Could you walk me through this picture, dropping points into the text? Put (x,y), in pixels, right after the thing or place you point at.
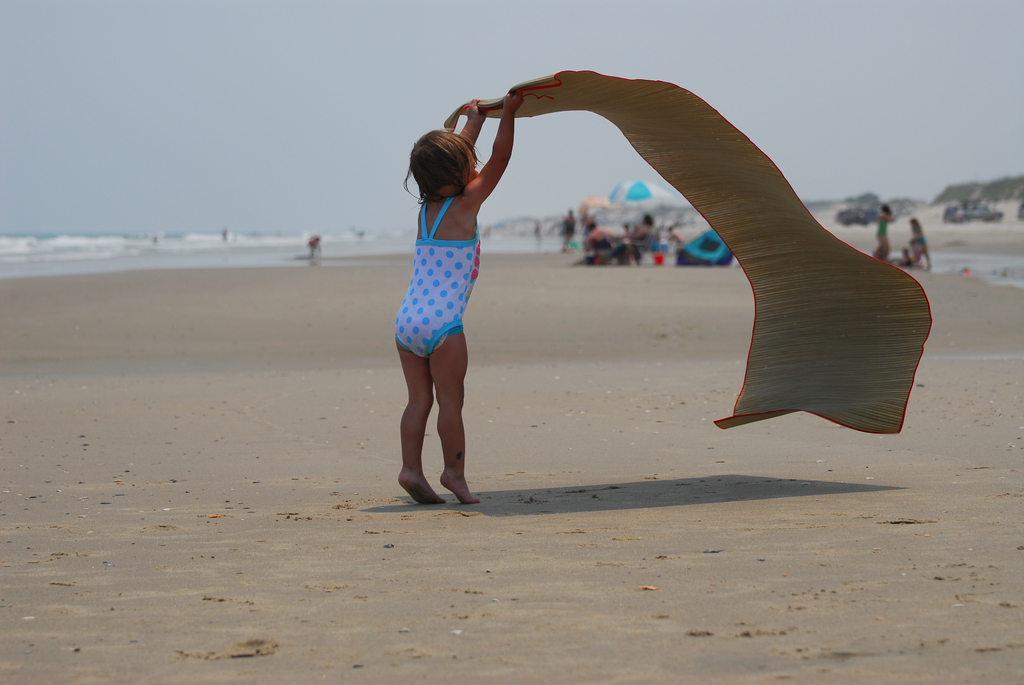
In this picture I can observe a girl (425,308) standing in the beach (428,459). She is spreading a mat (642,145) in the beach (495,421). In the background (618,247) there are some people (615,254). I can observe an umbrella (616,195). There is an ocean (104,246) and a sky (239,149).
